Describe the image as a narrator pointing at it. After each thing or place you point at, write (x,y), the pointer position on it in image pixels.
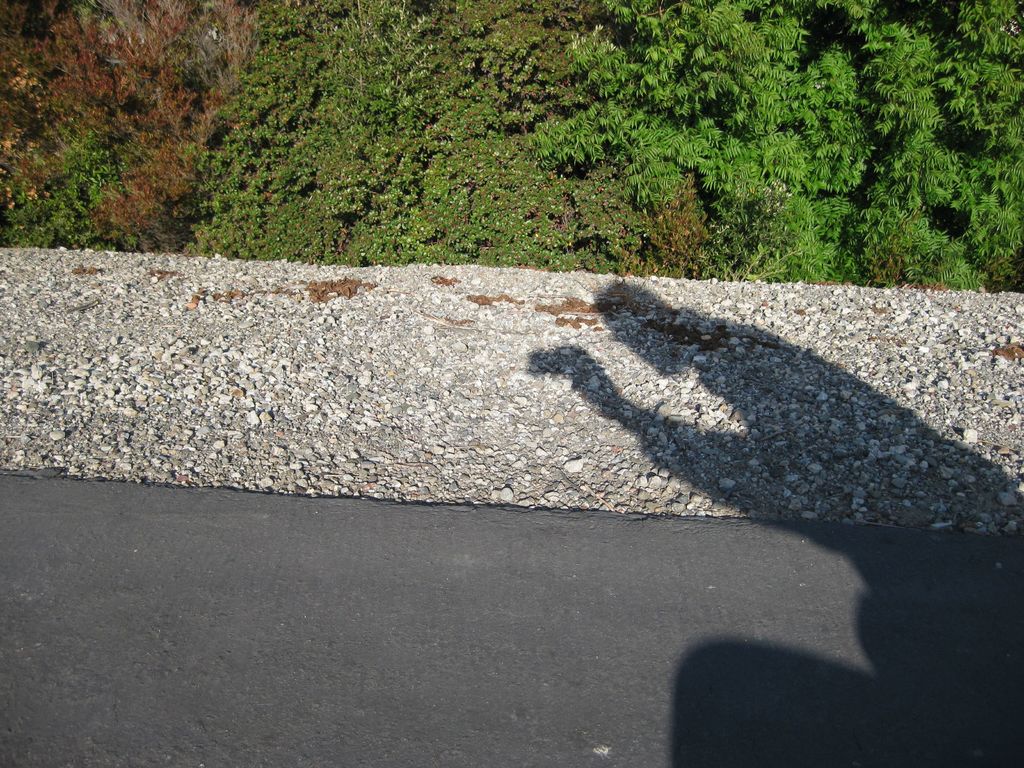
In this image there is a shadow (782,504) of the person (770,498) on the ground (694,484) and there are stones (420,441) on the ground (433,415). In the background (488,161) there are trees (591,170).
